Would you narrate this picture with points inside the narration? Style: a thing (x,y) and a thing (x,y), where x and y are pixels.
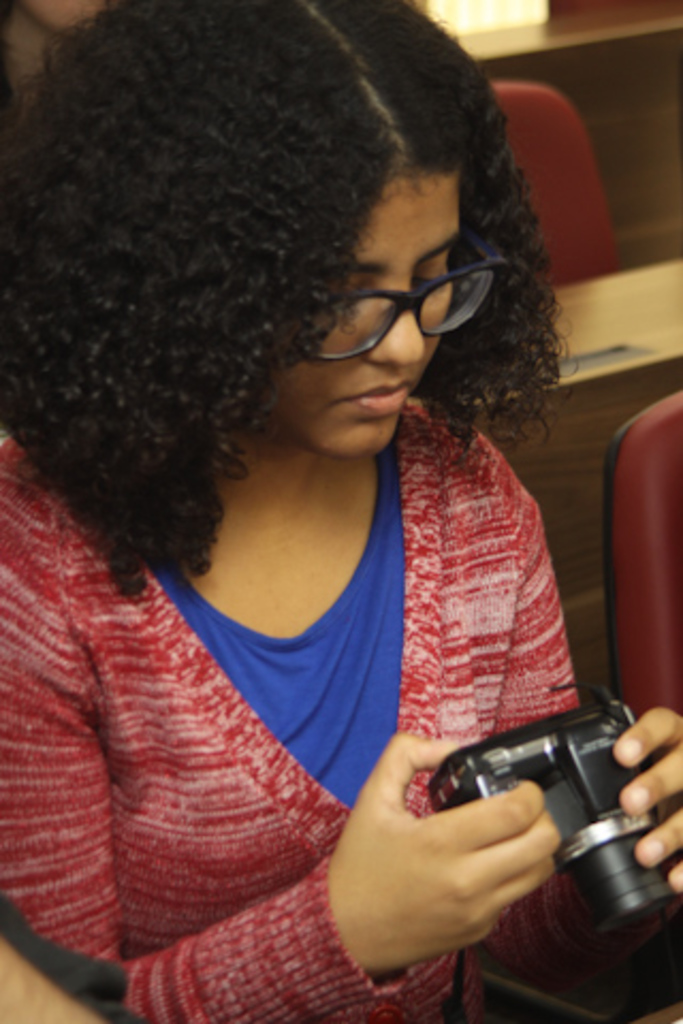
Here in this picture we can see a girl (231,739) wearing red jacket (195,787) and a blue t-shirt (353,699). she is holding a camera (566,792) in her hands (528,821). she is having curly hair (137,360). She is wearing specs (397,317).
